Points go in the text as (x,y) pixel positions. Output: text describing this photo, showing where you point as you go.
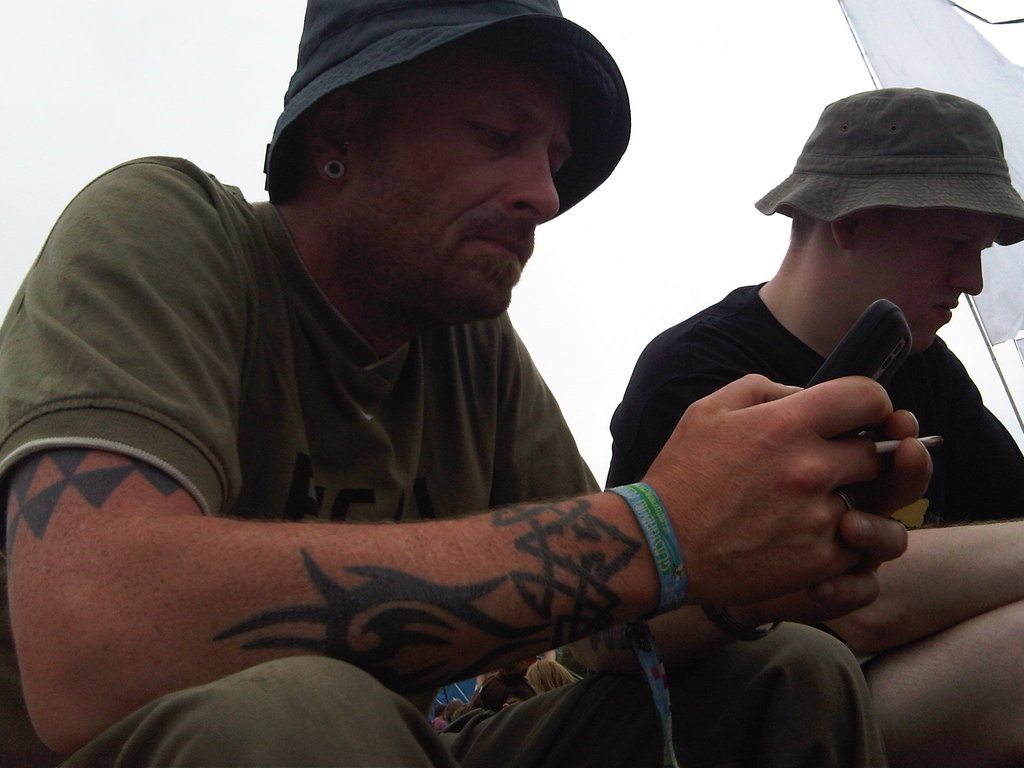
This picture is clicked outside. There are two persons (475,365) wearing t-shirts (682,388) and seems to be sitting on the ground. In the background (770,21) we can see the sky (751,60) and a white color cloth (938,51) attached to the pole (870,68) and we can see a mobile phone (900,336).
